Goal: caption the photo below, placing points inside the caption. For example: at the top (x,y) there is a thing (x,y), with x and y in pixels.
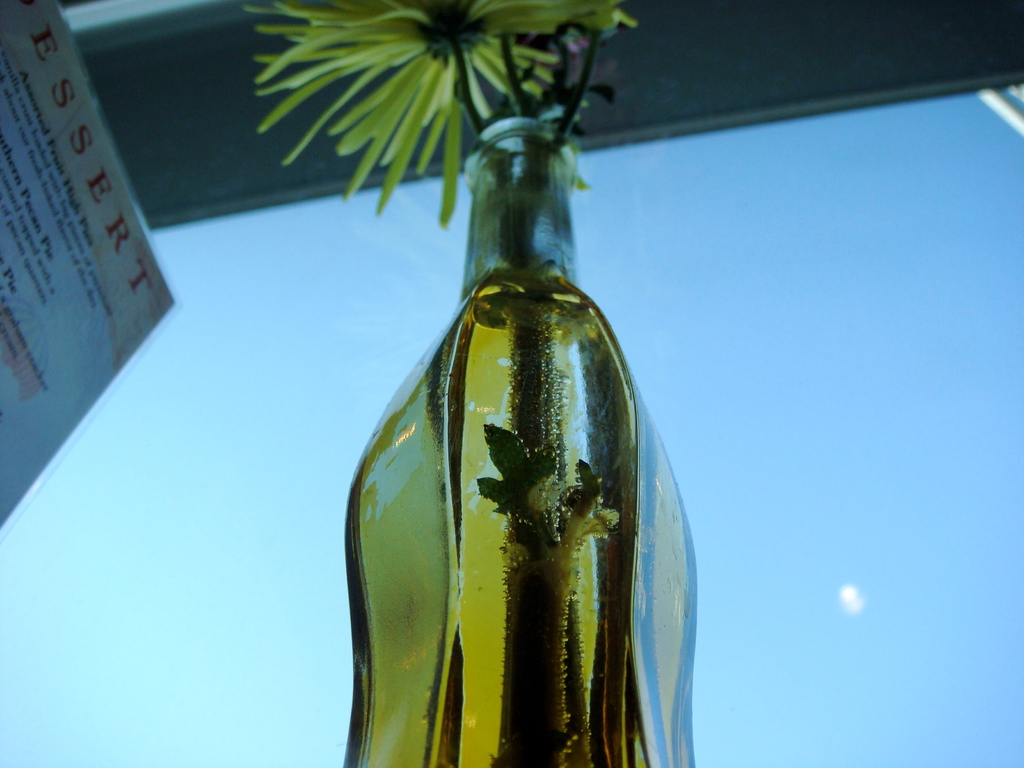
This is a bottle (509,288) and flowers (501,65) in it. This is sky (860,503) and it is a poster (60,229).
